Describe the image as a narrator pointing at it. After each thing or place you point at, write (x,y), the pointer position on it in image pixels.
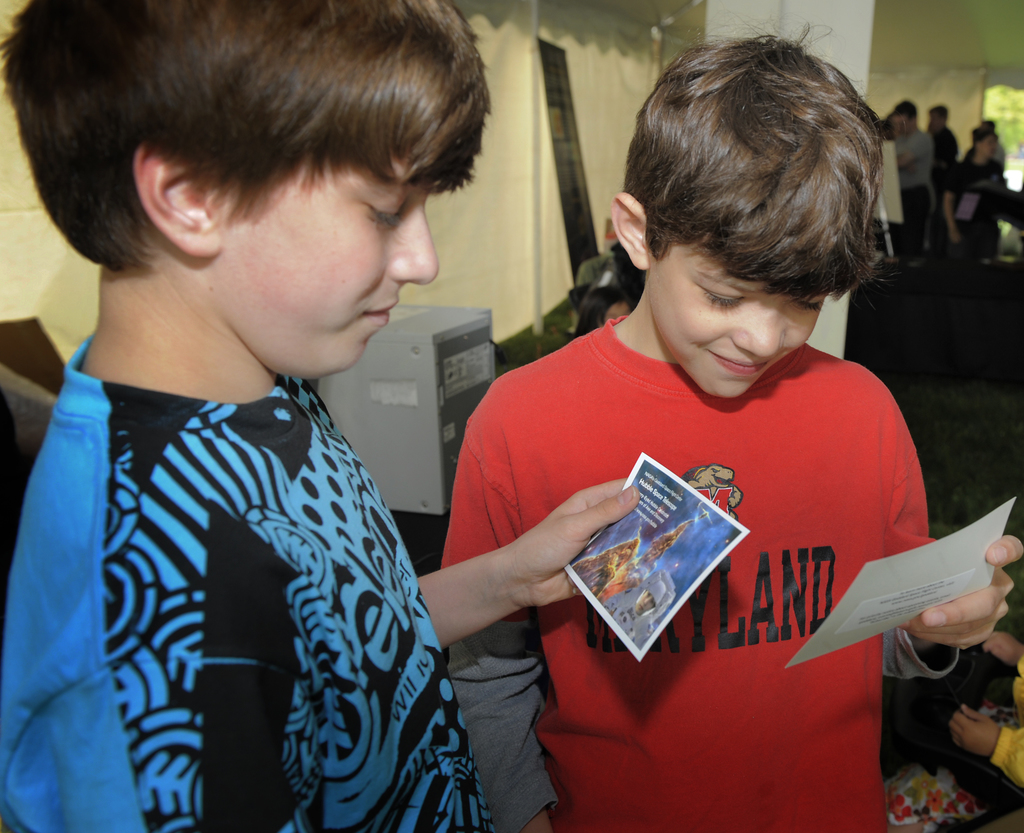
There are two kids (485,482) standing and holding a sheet of paper (671,584) in their hand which has some thing (899,601) written on it and there are few other people (940,145) in the right corner (935,137).
